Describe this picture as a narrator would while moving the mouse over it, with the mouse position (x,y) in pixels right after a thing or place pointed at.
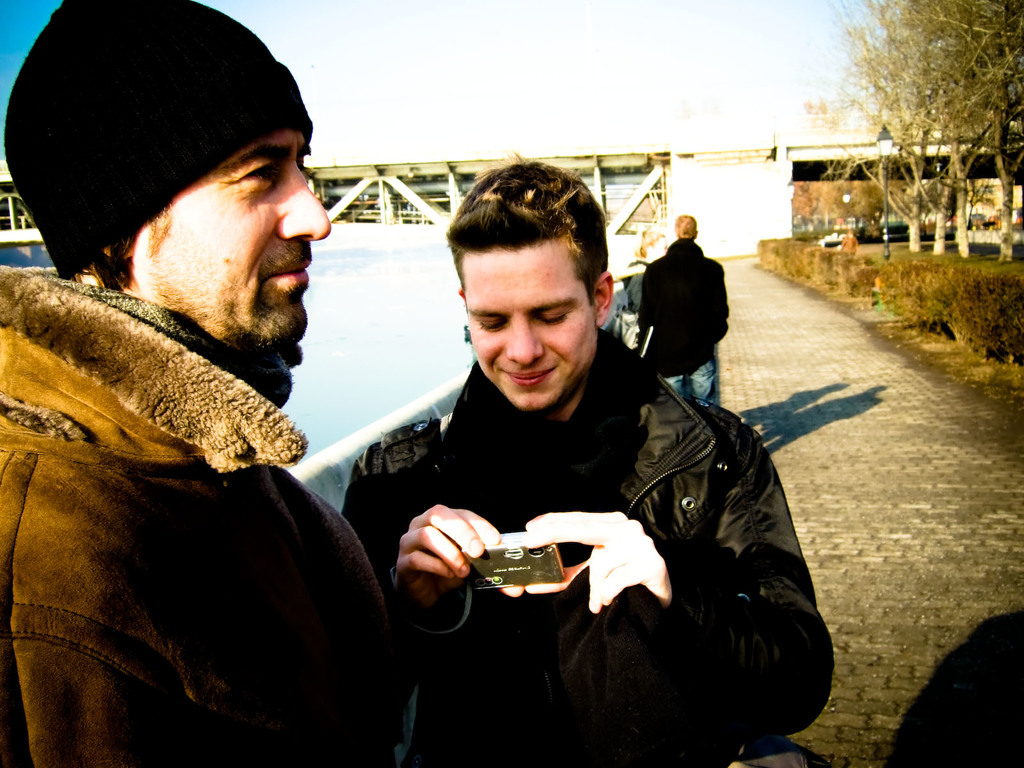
Here we can see a 2 persons (306,325) are standing on the floor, and holding some object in the hand (542,531), and at back (367,242) here is the water (342,242), and here are the trees (969,103), and at above here is the sky (582,51).
